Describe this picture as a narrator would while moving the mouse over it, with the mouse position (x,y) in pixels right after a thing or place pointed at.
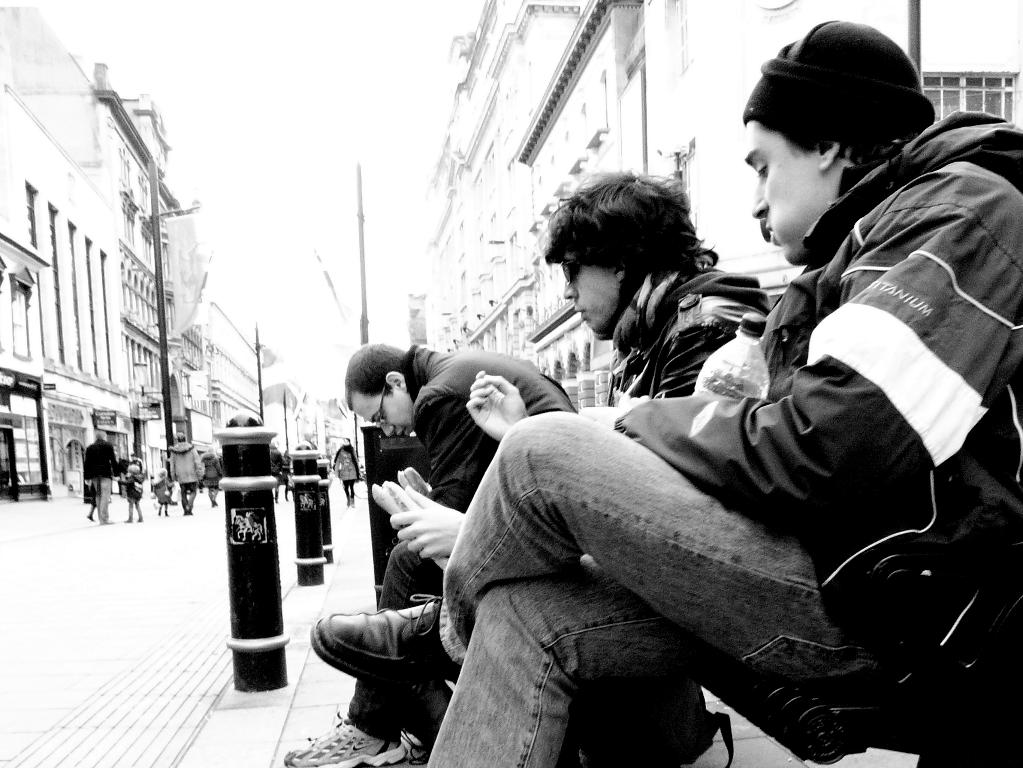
It is the black and white image in which there are three boys (486,480) sitting on the bench (759,704). In front of them there is a road (140,568) on which there are few people (97,484) walking on it. On the footpath (338,531) there are electric poles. There are buildings (453,248) on either side of the road (75,561).
